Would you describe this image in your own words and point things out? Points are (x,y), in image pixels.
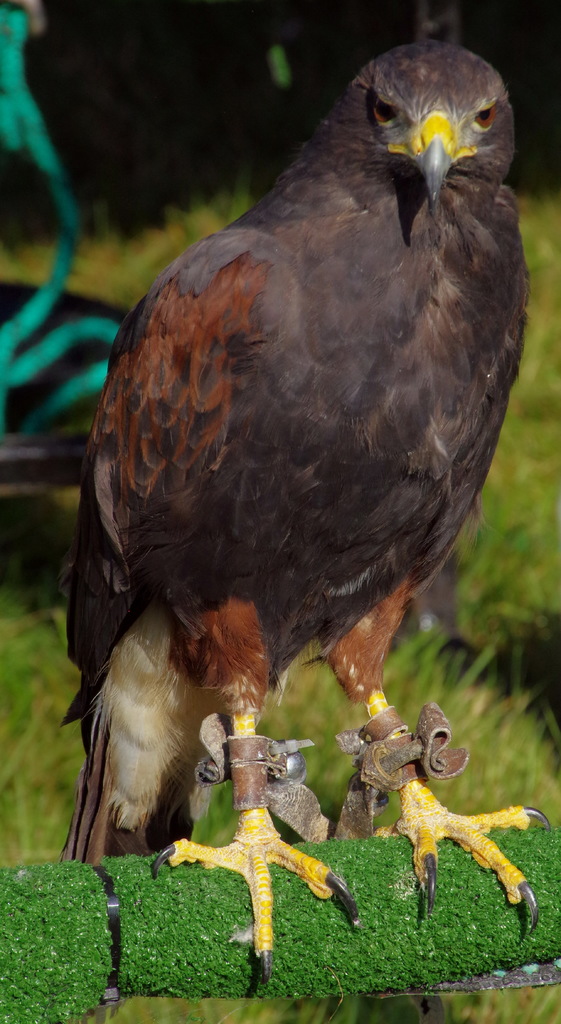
In this picture we can see an eagle (304,512) in the front (300,504), in the background (531,209) there is some grass (530,216), it looks like a ribbon (63,235) on the left side (50,287).
